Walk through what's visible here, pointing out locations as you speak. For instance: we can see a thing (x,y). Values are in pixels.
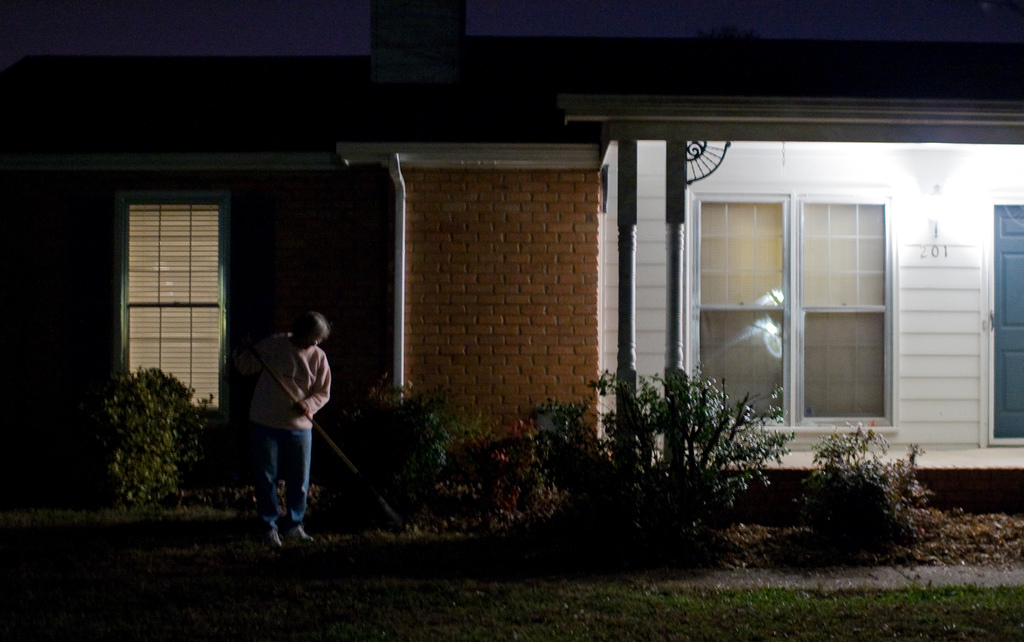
In this image I can see a person (286,362). There are few plants (546,492). There is some grass (385,573) on the ground (445,587). I can see a window (791,315). In the background (539,314) there is a building (613,291).
